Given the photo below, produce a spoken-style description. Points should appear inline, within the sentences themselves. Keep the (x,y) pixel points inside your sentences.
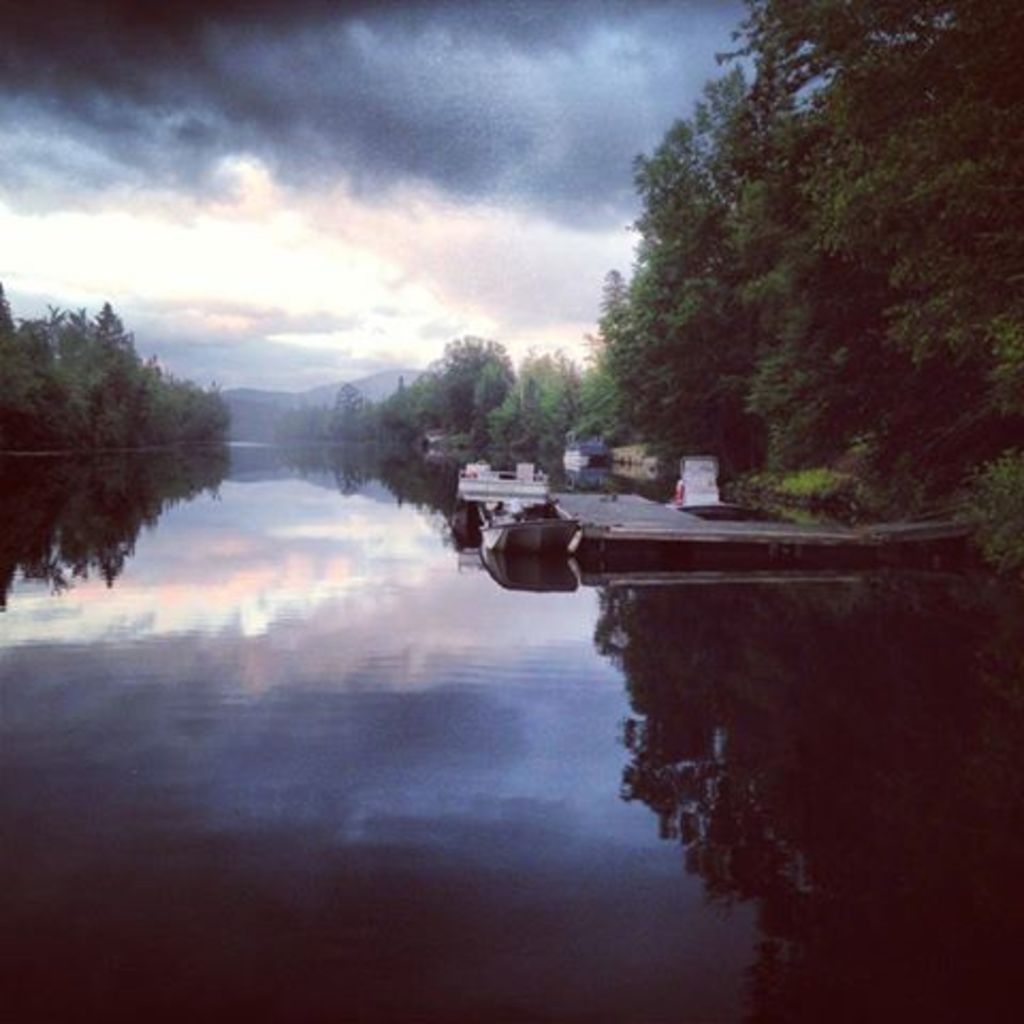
In this picture, we see water (473,808) and beside that, there is a boat (550,541). On either side of the water (498,840), there are trees (669,350). At the top of the picture (289,135), we see the sky (454,138).
